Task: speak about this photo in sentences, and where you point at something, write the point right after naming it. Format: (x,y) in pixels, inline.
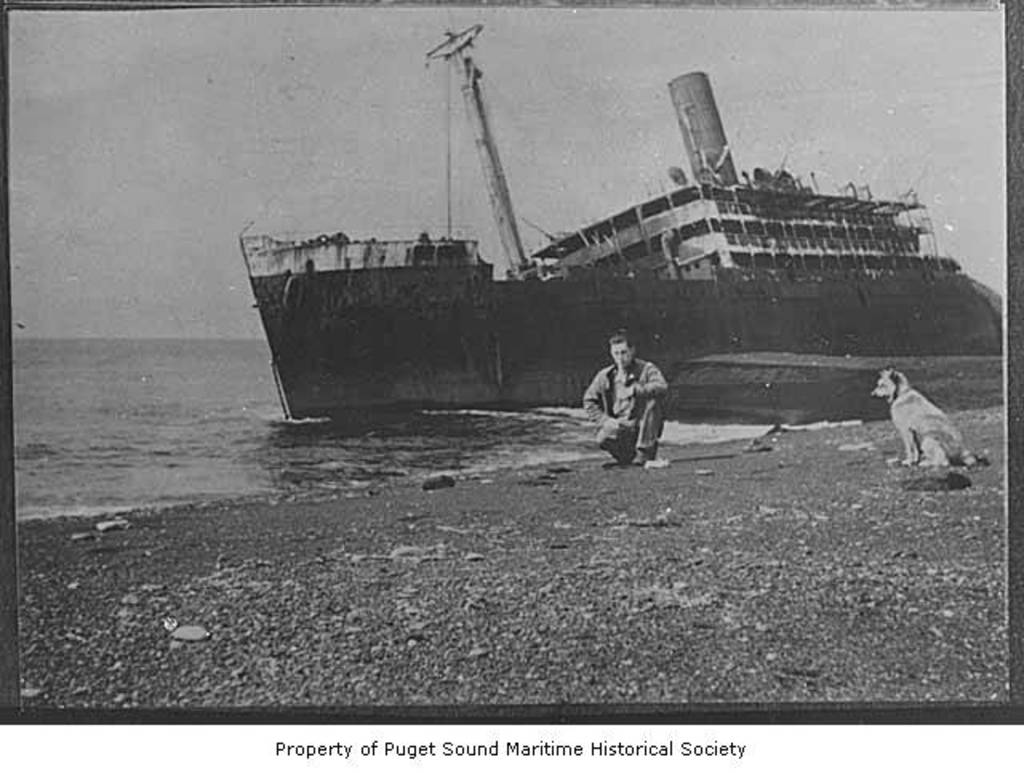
In this picture there is a black and white photography of the man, who is sitting on the sea side (668,475). beside there is a dog (911,456) sitting and looking. Behind is a big ship (522,331) with pole (495,198) and smoke chimney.
